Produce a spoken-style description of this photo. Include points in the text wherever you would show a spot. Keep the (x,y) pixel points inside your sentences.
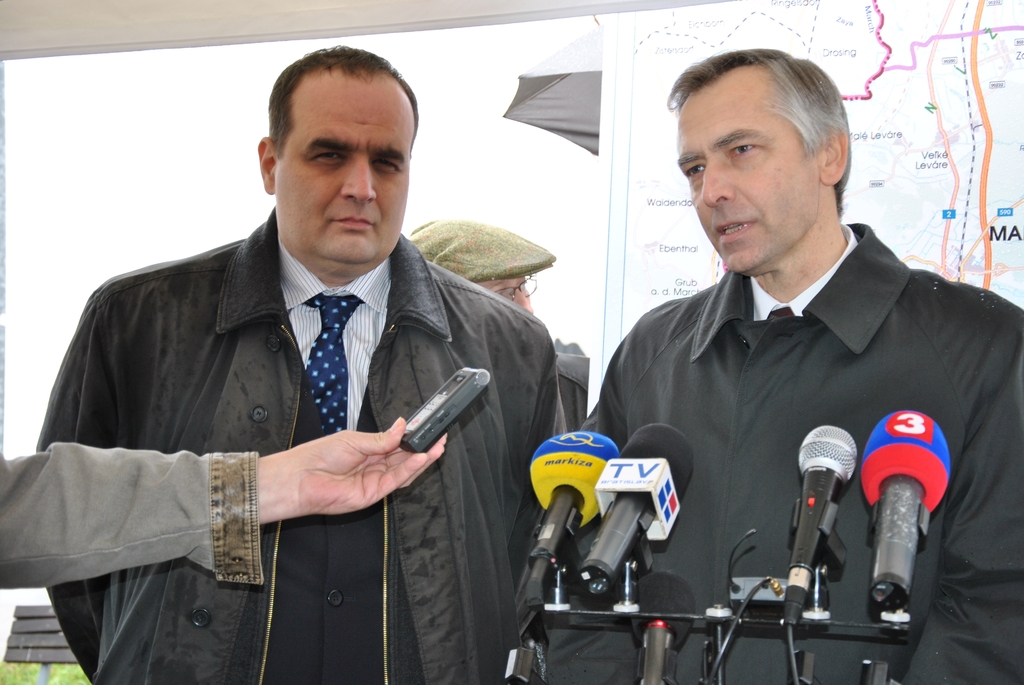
This picture shows few men (486,400) standing and we see a man (794,294) standing and speaking with the help of microphones (638,443) and other human hand (366,492) holding voice recorder (411,444) in the hand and we see a map (880,90) on the back (464,258) and a man (494,291) standing, He wore a cap (498,265) on his head (516,278) and he wore spectacles (514,287) on his face (526,306) and we see a umbrella (558,128) and a bench (18,627) and we see a cloudy Sky (142,138).
